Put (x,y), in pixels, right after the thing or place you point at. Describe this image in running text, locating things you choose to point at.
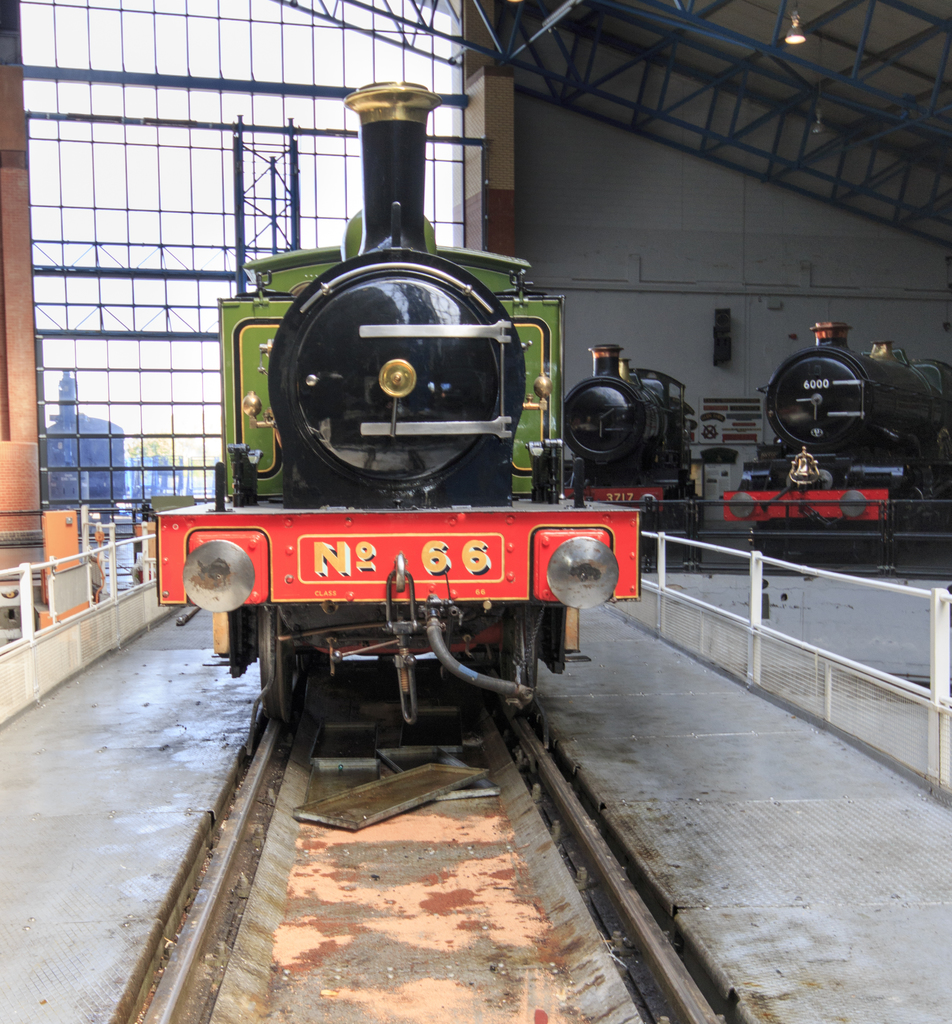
In this picture we can see a train (278,434) on a railway track (598,858) and in the background (218,163) we can see trains (873,413), fences (833,576), poles (667,83), glass (209,171), light (796,21) and some objects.
